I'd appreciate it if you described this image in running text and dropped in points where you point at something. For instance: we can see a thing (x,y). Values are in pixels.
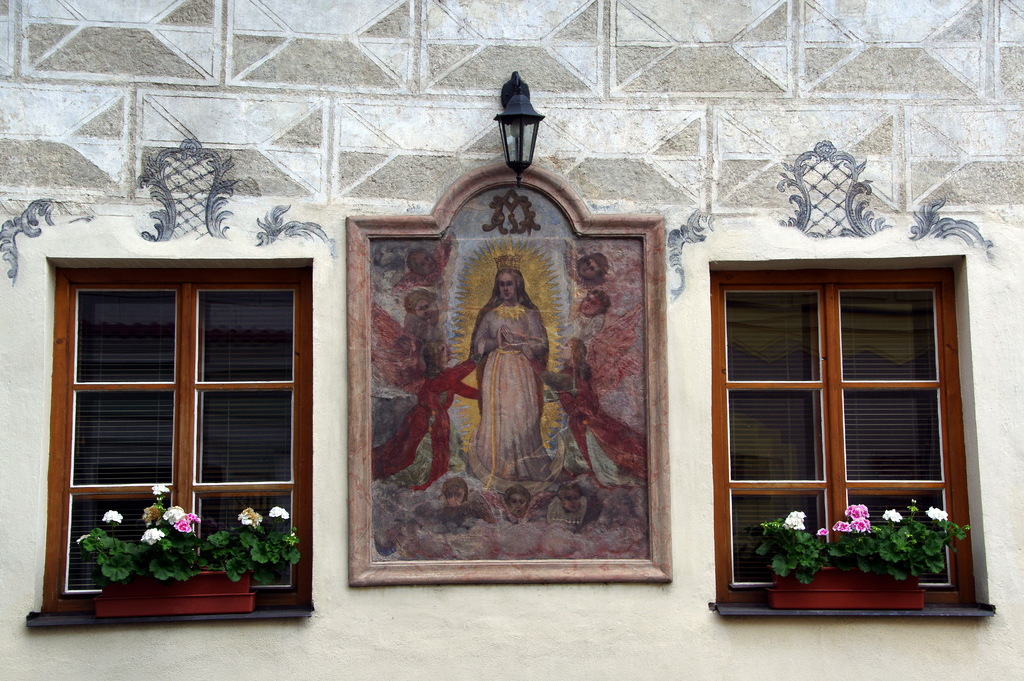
In this picture I can see a frame (494,205) and a light (517,113) attached to the wall (705,477), there are windows (306,482), and there are plants (106,549) with flowers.
